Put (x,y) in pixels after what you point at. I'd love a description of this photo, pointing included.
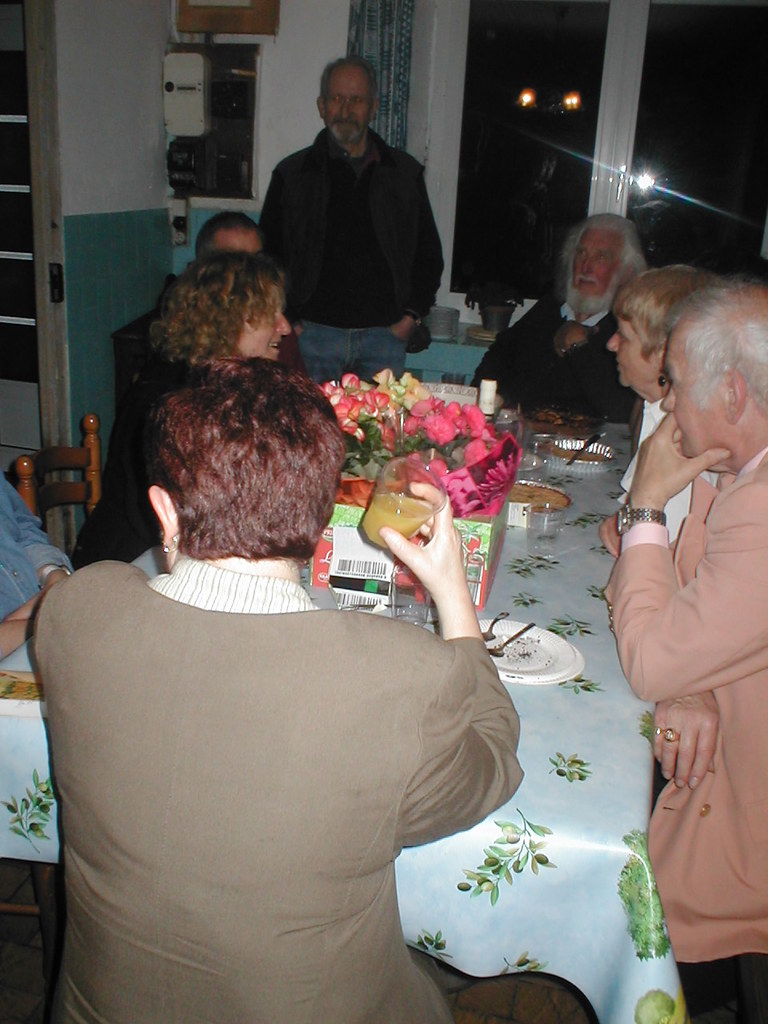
Persons (214,352) are sitting on chairs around this table (542,598). On this table (547,581) there is a plate (571,650), food (555,495), bottle (487,400) and flowers (466,444) in box (465,563). Far this person (365,229) is standing and wore jacket (386,216). Beside this person (374,153) there is a window (564,132). Front this woman (232,749) is holding a glass (398,517).
